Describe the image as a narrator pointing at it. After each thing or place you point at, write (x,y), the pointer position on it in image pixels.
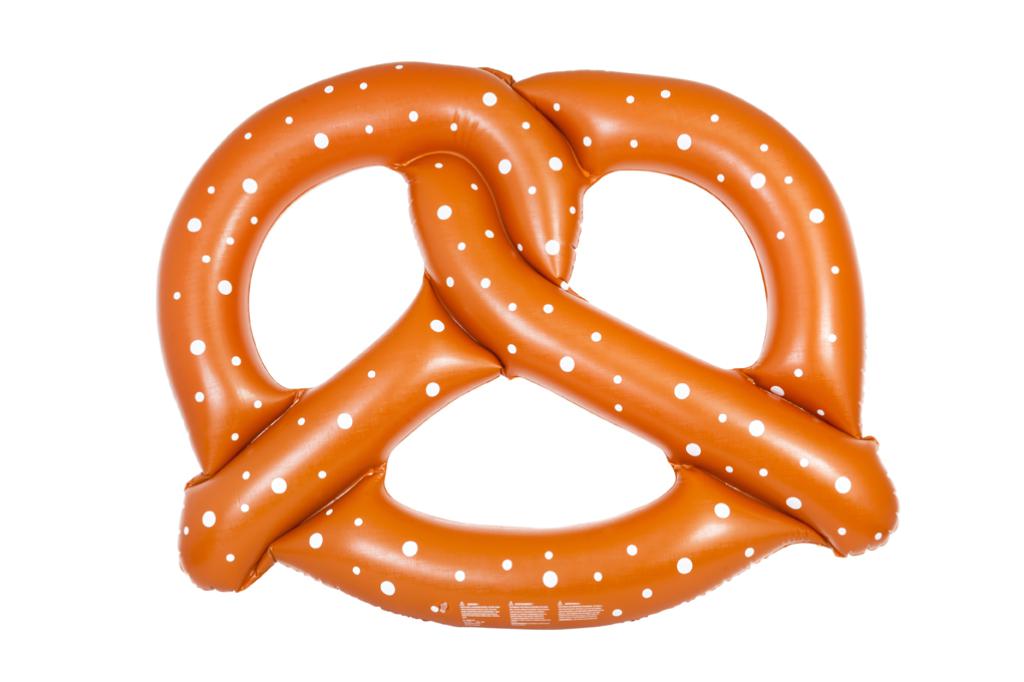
In the center of this picture (635,357) there is an orange color object (751,408) which seems to be the pool float (508,94). The background of the image (688,58) is white in color.
